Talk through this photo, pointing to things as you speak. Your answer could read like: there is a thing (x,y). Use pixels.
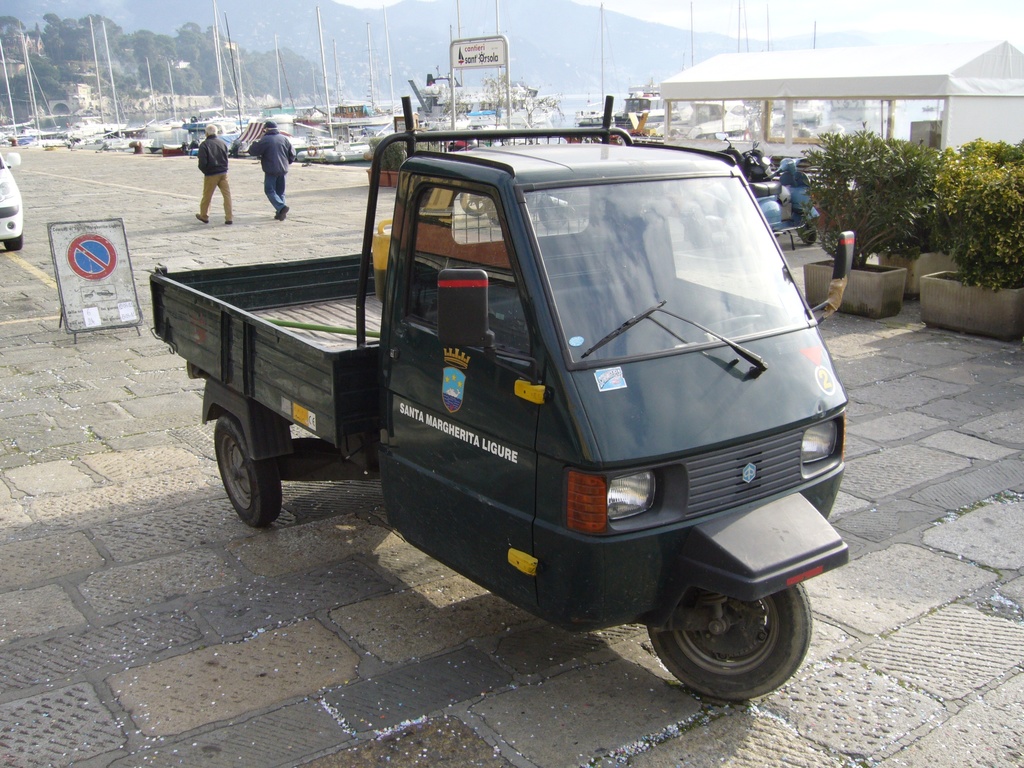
In this picture there are vehicles (321,361) and there is a tent (915,78) and there are plants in the foreground (344,329). At the back (234,251) there are two persons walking on the pavement (62,354) and there are boats (16,125) on the water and there are buildings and trees (12,54) and mountains (554,3). At the top (814,2) there is sky (833,3). At the bottom (88,605) there is pavement (223,256).
